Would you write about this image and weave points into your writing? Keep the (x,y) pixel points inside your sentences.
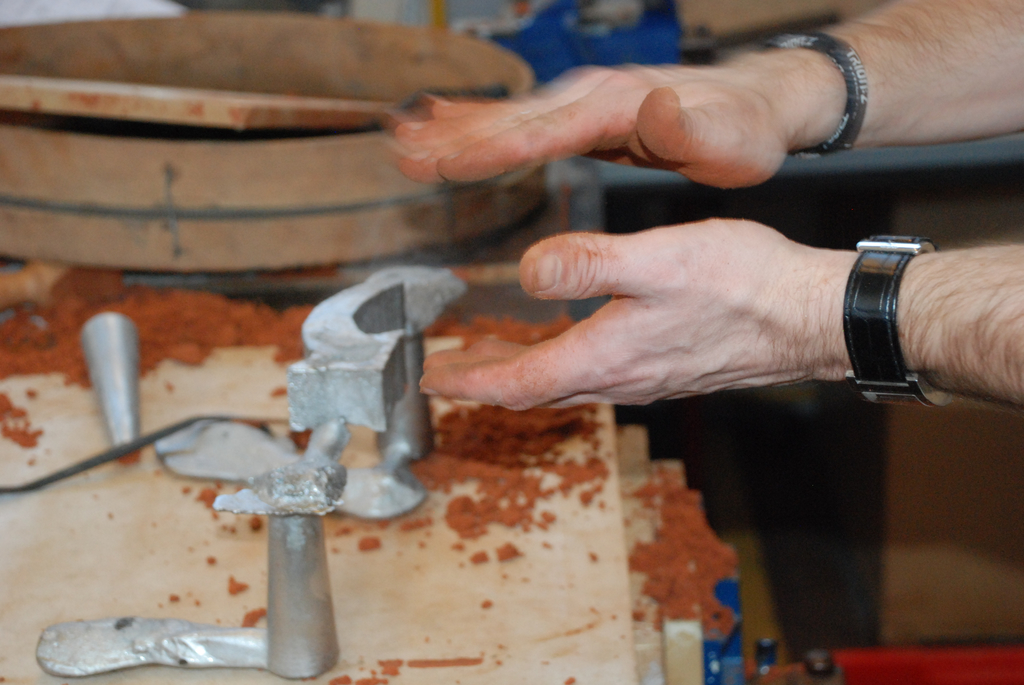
Here we can see persons hands (746,321). Left side of the image (222,22) we can see wooden object (141,149) and some objects (108,389) on the table (374,522).
